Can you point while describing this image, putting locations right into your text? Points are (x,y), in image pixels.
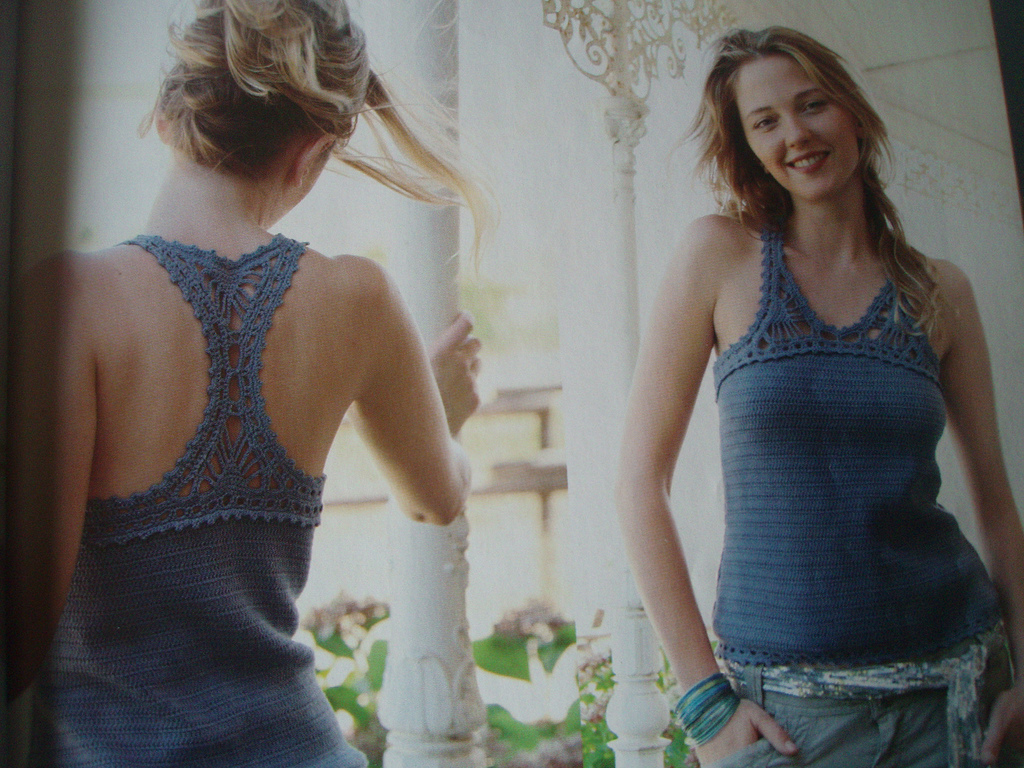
This is an edited image, we can see a woman (263,561) standing and we can see a pillar (428,632).
